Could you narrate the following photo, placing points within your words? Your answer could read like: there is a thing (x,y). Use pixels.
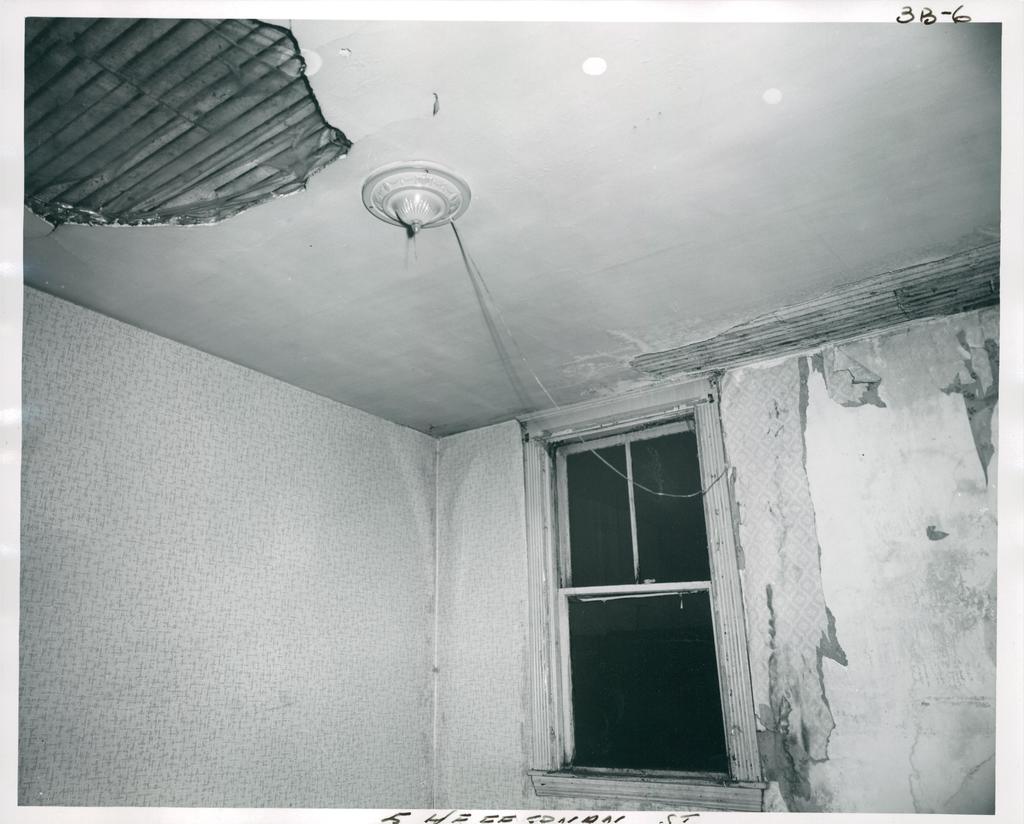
In this image there is the wall (304,589), there is a window (630,613), there is the roof (682,145), there is light (415,205) on the roof (375,163), there is a wire (632,479), there is text (680,816) towards the bottom of the image (640,816).
